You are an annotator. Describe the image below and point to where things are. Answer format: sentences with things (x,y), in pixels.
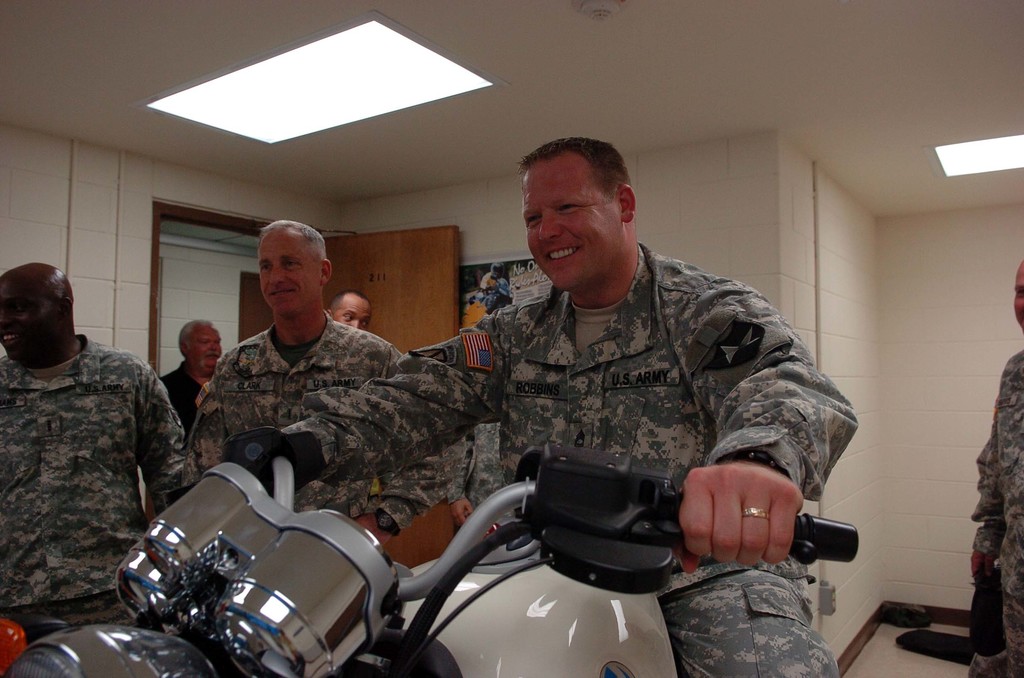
There is a man (557,403) sitting and holding bike (528,567) and few persons (991,535) are standing. On the background (504,261) we can see poster (500,280) on wall (411,203) and door (442,236). On top (263,112) we can see lights (168,108).
